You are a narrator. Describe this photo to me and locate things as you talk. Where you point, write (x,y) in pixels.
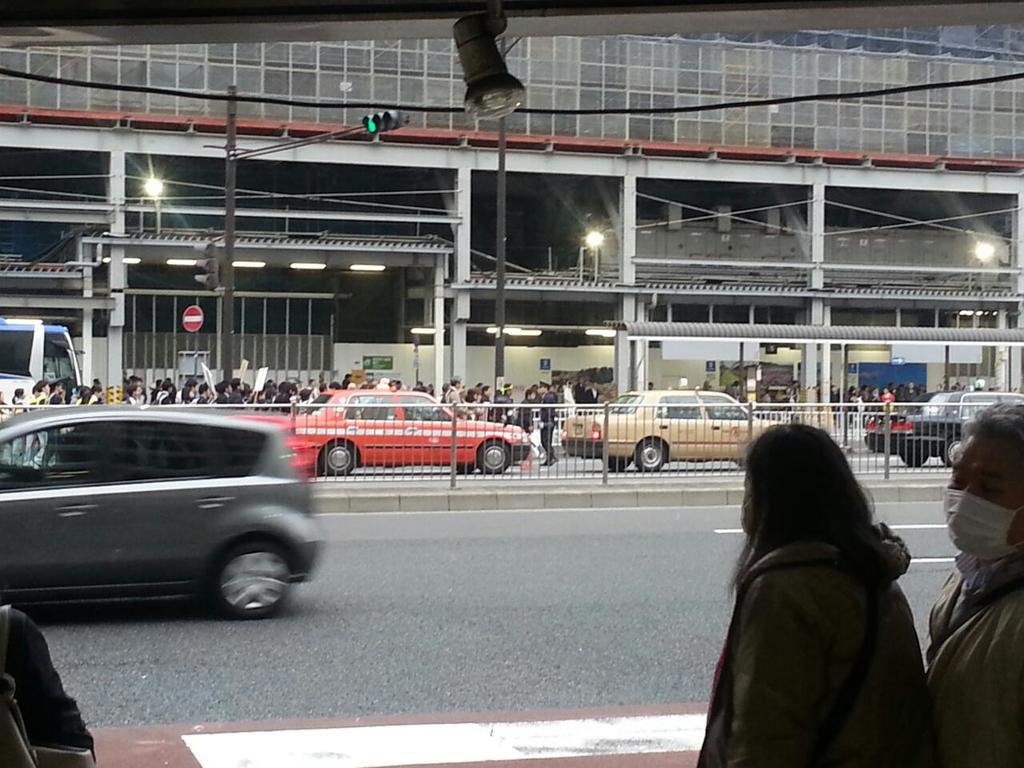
In this image I can see some people (803,673). I can see some vehicles (484,443) on the road (370,554). In the background (530,335), I can see the lights (381,267).
